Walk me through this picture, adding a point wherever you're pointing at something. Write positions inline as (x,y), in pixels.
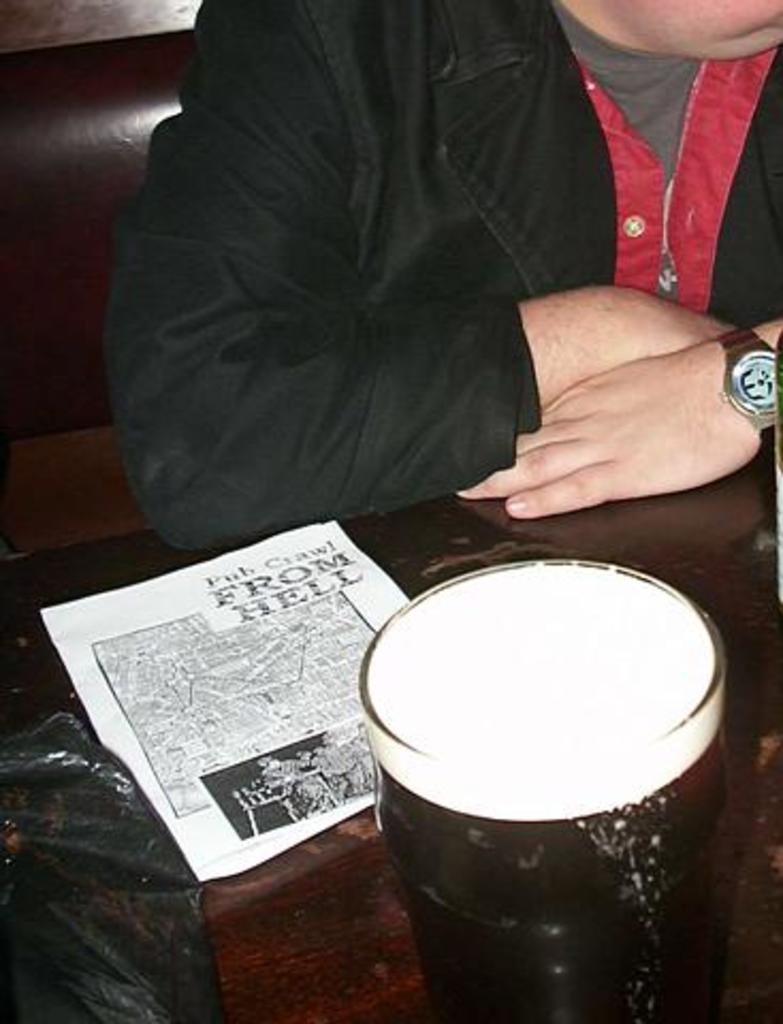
In this image at the bottom (490,931) there is a table (9,661), on the table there is one glass (563,827) and in the glass (537,748) there is drink (587,862), papers (103,716) and a plastic cover (46,838). And in the background (312,302) there is one person (492,75) who is sitting, and he is wearing watch (742,345).
